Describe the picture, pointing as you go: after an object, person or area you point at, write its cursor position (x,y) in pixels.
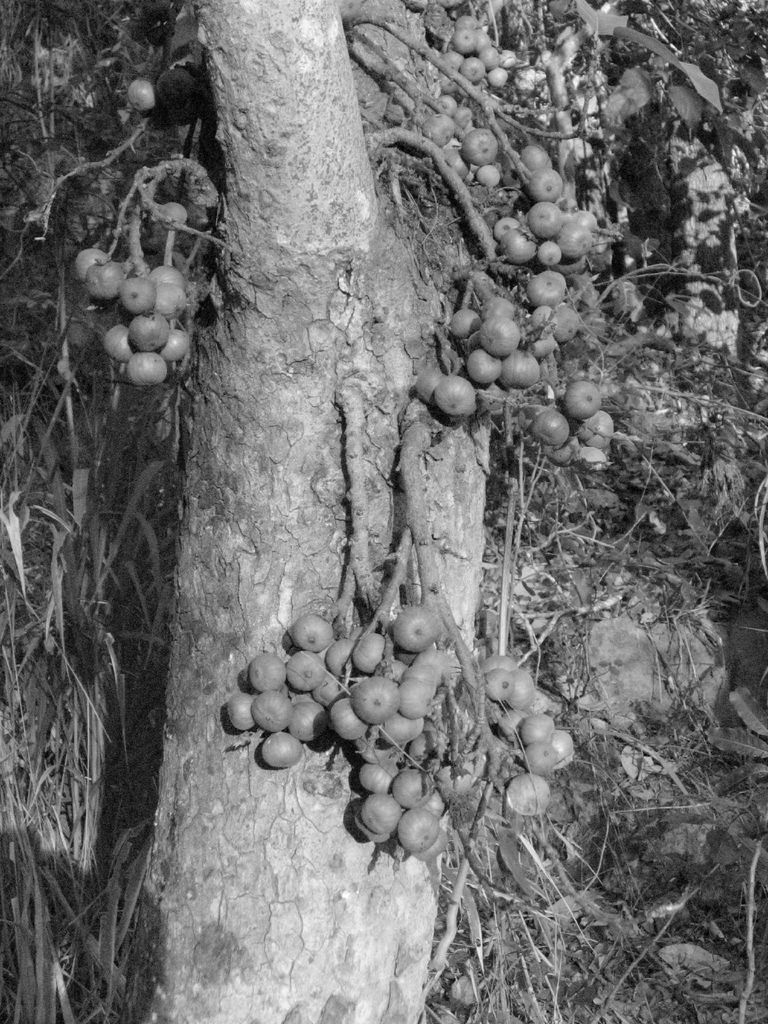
This is a black and white image, in this image there is a tree (427,930) to that tree (341,137) there are fruits (170,295).
